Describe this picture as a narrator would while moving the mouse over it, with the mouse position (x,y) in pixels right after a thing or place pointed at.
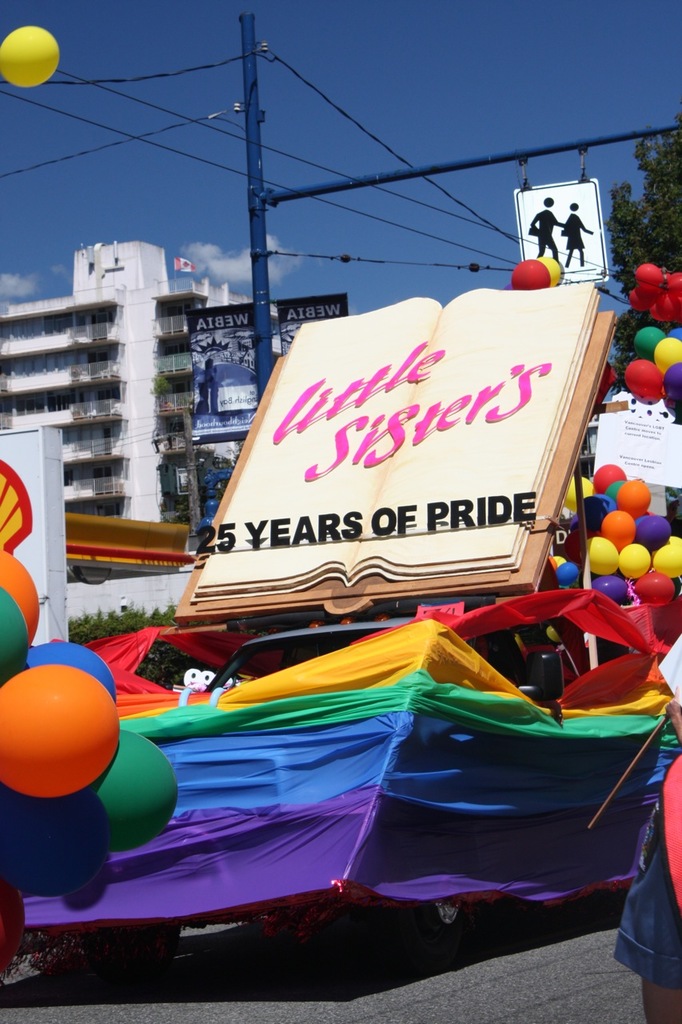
In this picture I can see buildings (141,333) and a car (290,773) on the road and I can see a cloth (554,597) and a board (447,495) on the car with some text (389,521) and I can see balloons (10,720) and a tree (659,233) in the back (662,313) and I can see a sign board (575,259) to the pole (263,258) and an advertisement board (231,366) with some text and I can see a blue cloudy sky (361,194).
